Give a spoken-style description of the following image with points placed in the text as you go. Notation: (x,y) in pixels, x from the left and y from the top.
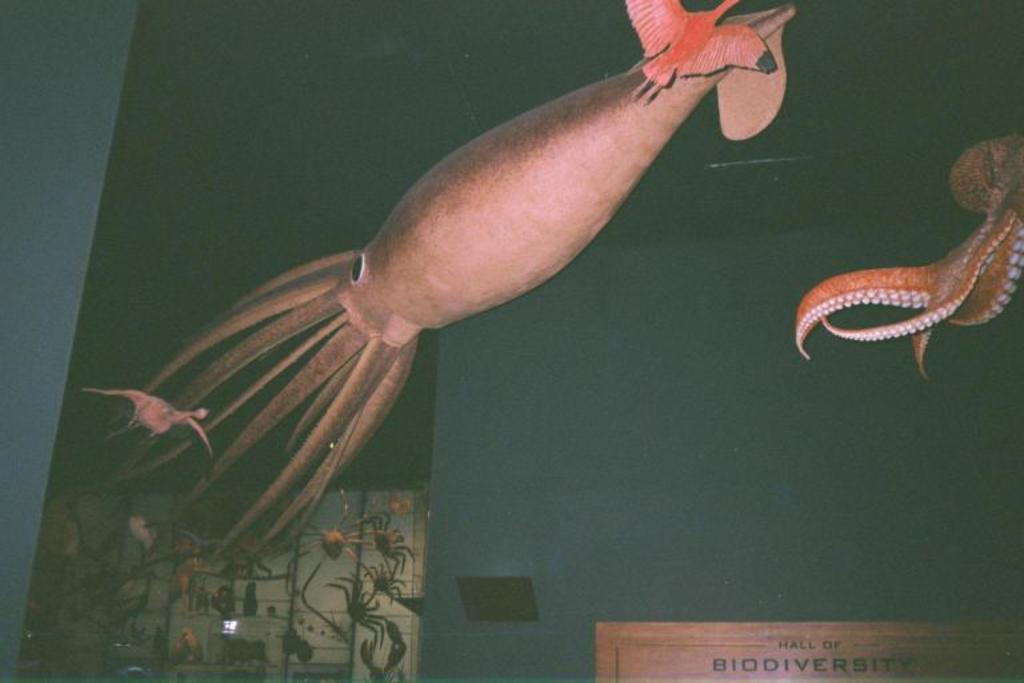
On the right side of the image (869,290) we can see an octopus (863,298), and we can find a board (838,658) at the right bottom of the image (847,632), and we can see few crabs (344,551) and it is looks like a squid (445,243).
